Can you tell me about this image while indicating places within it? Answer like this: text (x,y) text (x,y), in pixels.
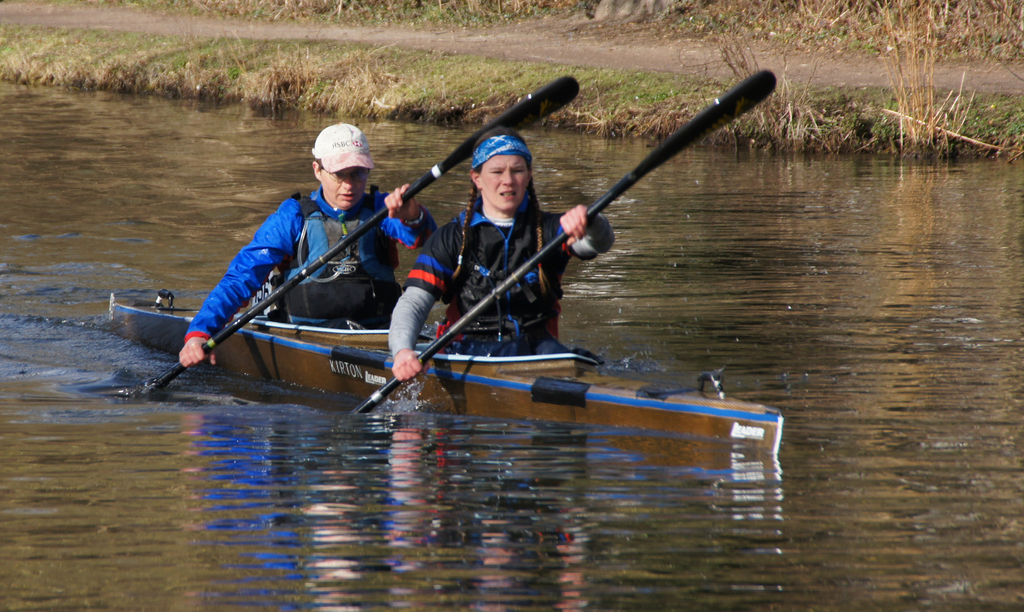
In the center of the image (437,370) there is a boat (459,380) and we can see people (482,292) sitting in the boat (473,378) and holding oars (206,349). At the bottom (217,499) there is water (815,500). In the background (822,91) we can see grass (203,50).
